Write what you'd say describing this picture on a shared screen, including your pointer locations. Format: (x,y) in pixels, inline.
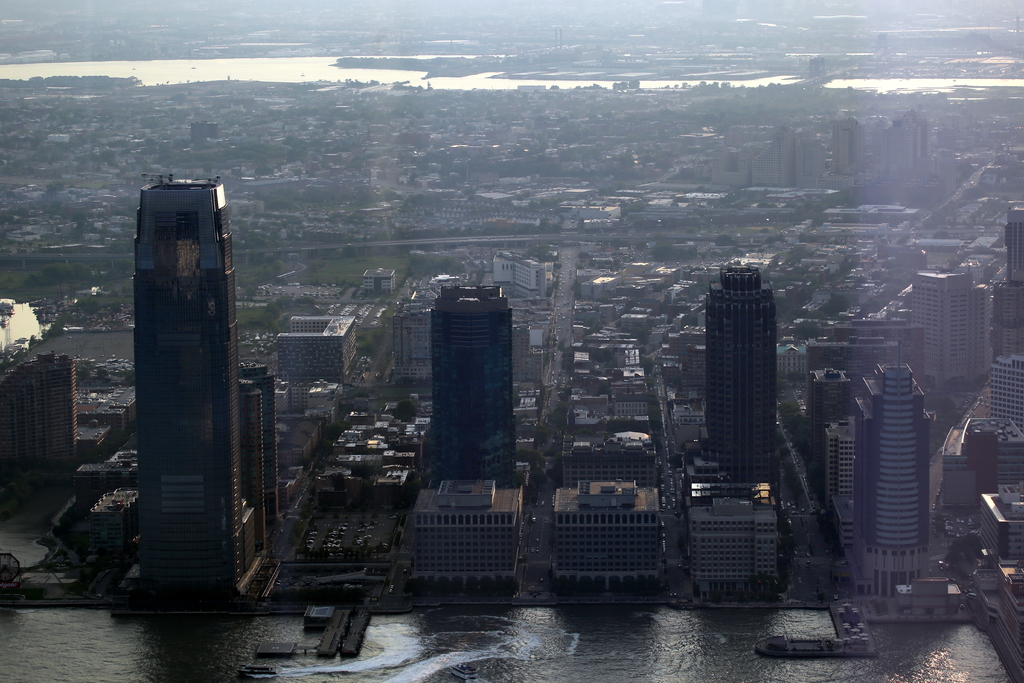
In this image we can see many buildings (213,205). At the bottom (599,646) there is water (563,644). And at the top (275,64) there is water (258,61).
